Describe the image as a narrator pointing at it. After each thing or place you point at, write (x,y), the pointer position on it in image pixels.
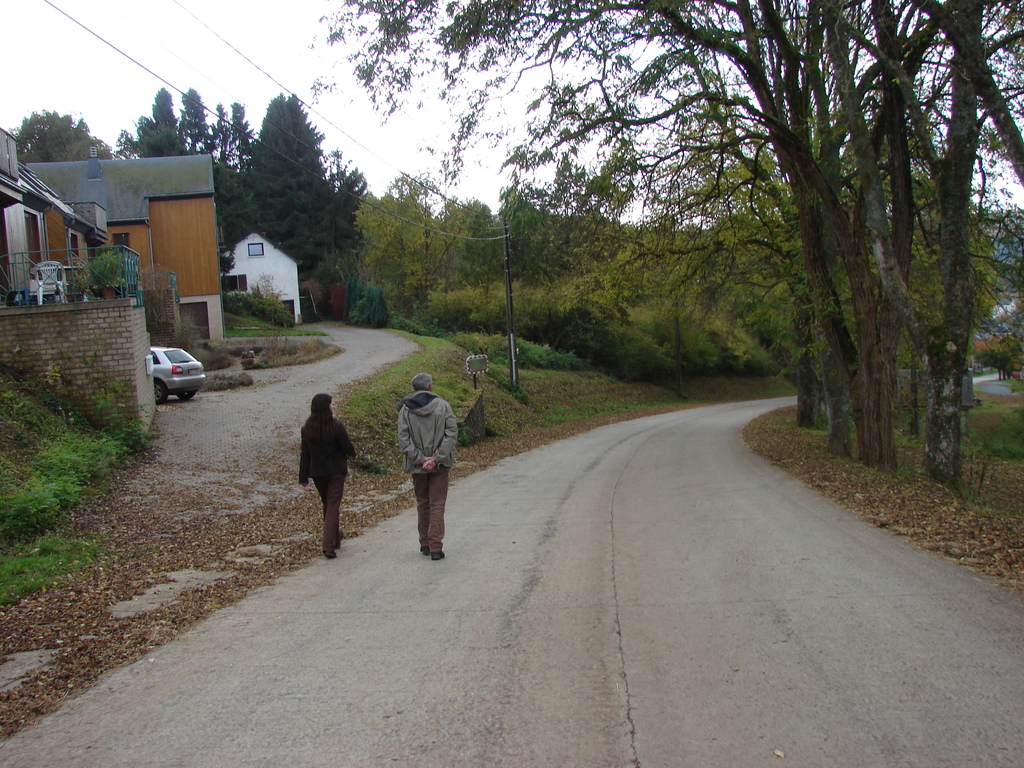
In this picture we can observe two members (348,442) walking on this road (548,525). One of them was woman (336,478) wearing a black color dress (304,478). On the left side (150,331) there is a house (71,254). We can observe a car (184,375) parked here. There is some grass (444,349) on the land (462,386). We can observe some plants (559,311) and trees (723,237). In the background (361,137) there is a sky (345,130).
